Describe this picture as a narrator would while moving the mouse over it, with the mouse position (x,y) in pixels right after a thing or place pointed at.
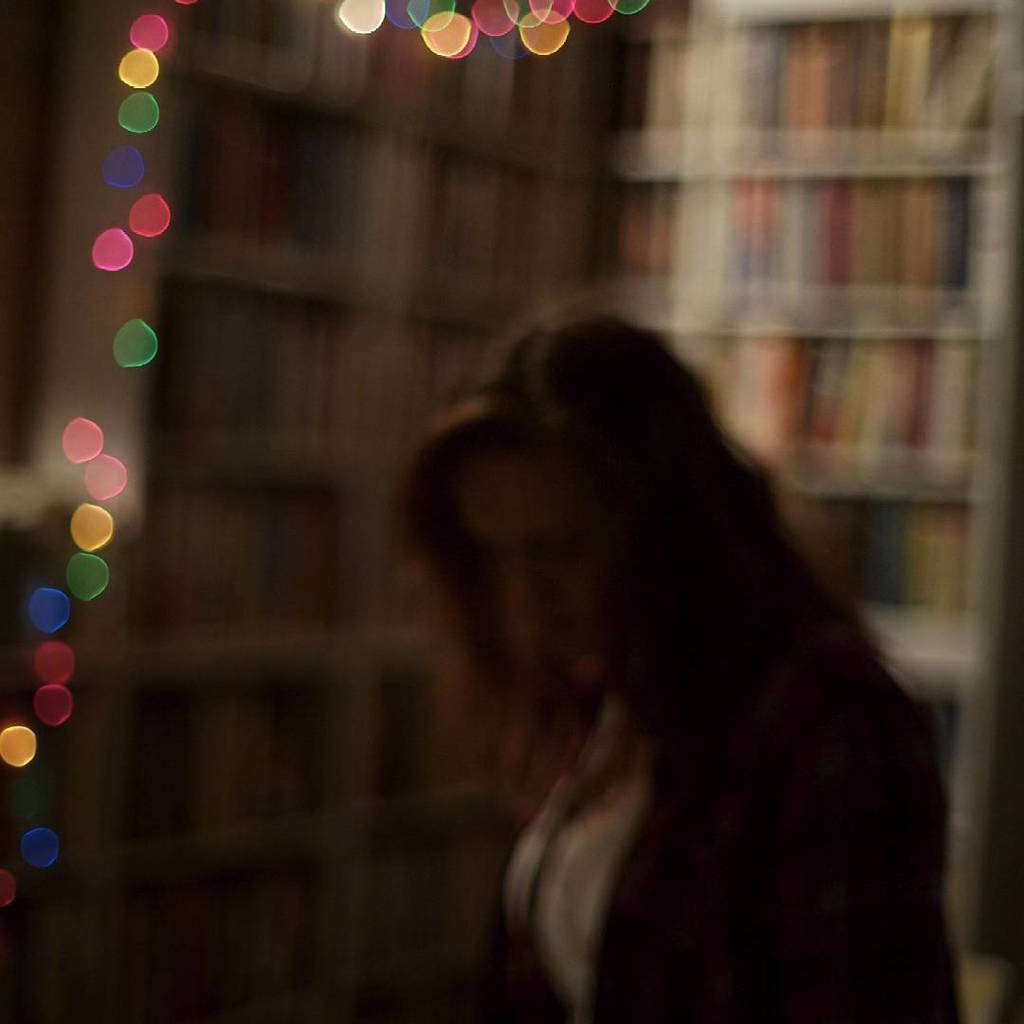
In this image we can see a lady (801,987). There are many lights (119,257) in the image. There is a blur background (785,229) in the image.
